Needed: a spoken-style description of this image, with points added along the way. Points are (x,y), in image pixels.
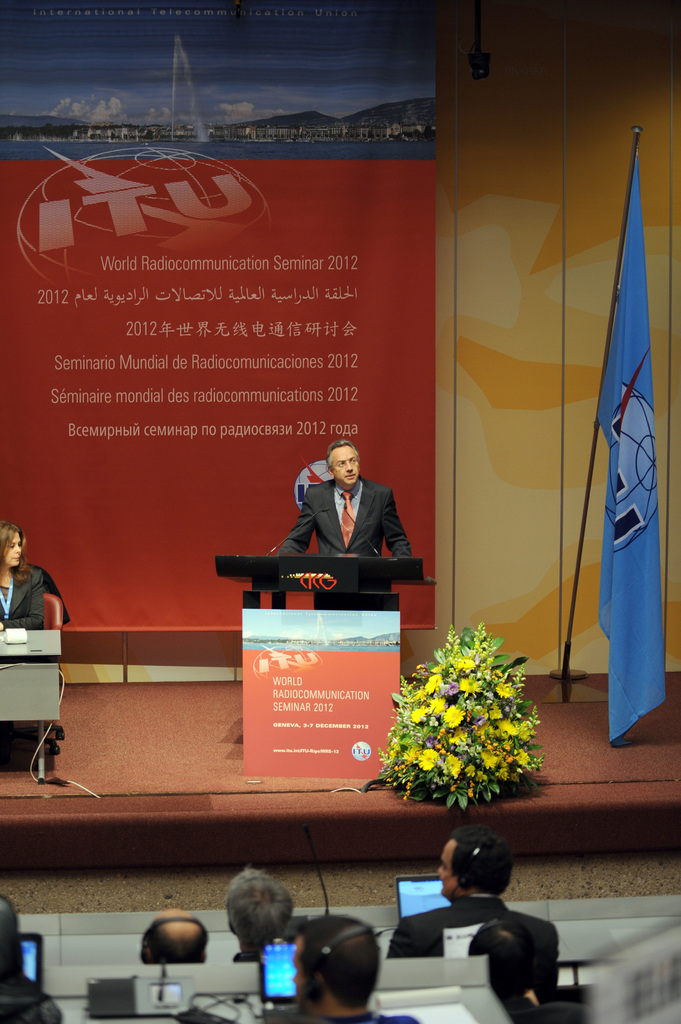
In this image we can see a few people (300,550), one of them is standing on the stage (222,728), there is a podium (353,607) in front of him, there are boards (291,422) with text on them, there is a houseplant (477,671), there are monitors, and mics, also we can see CCTV camera (472,60).
